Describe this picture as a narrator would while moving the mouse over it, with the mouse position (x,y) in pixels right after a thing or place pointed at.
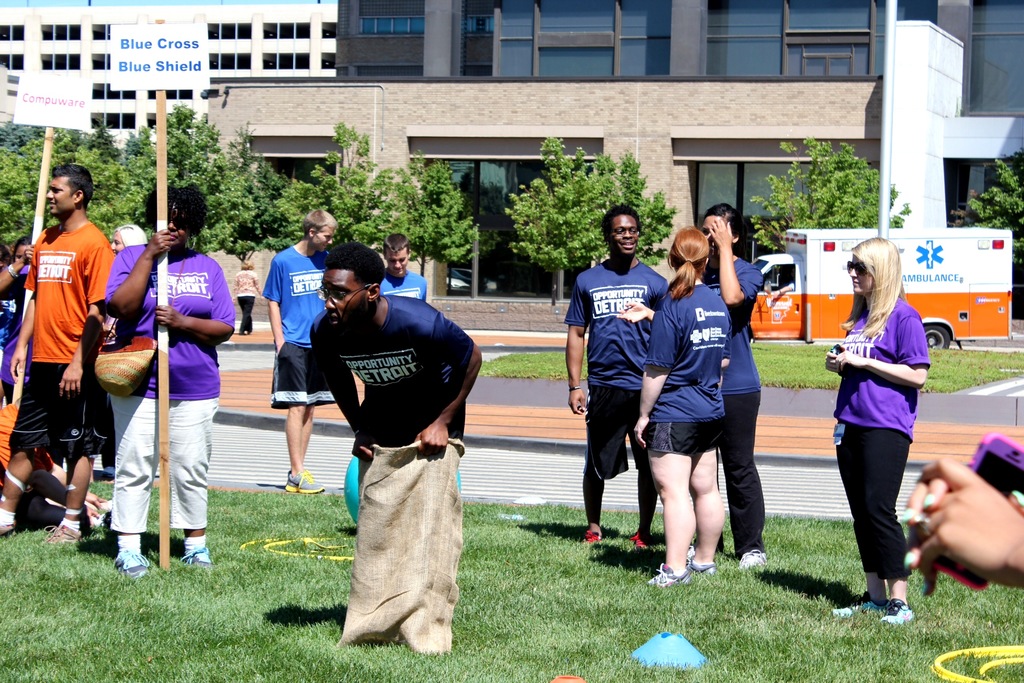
In the foreground of this picture (385,554), there is a man (411,395) in a gunny bag (402,557) and we can also see few persons (649,273) standing on the grass (345,601) and few are holding placards (73,109) in their hands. There is a building (691,51), an ambulance (804,246) and the trees (636,204) in the background (593,223).
